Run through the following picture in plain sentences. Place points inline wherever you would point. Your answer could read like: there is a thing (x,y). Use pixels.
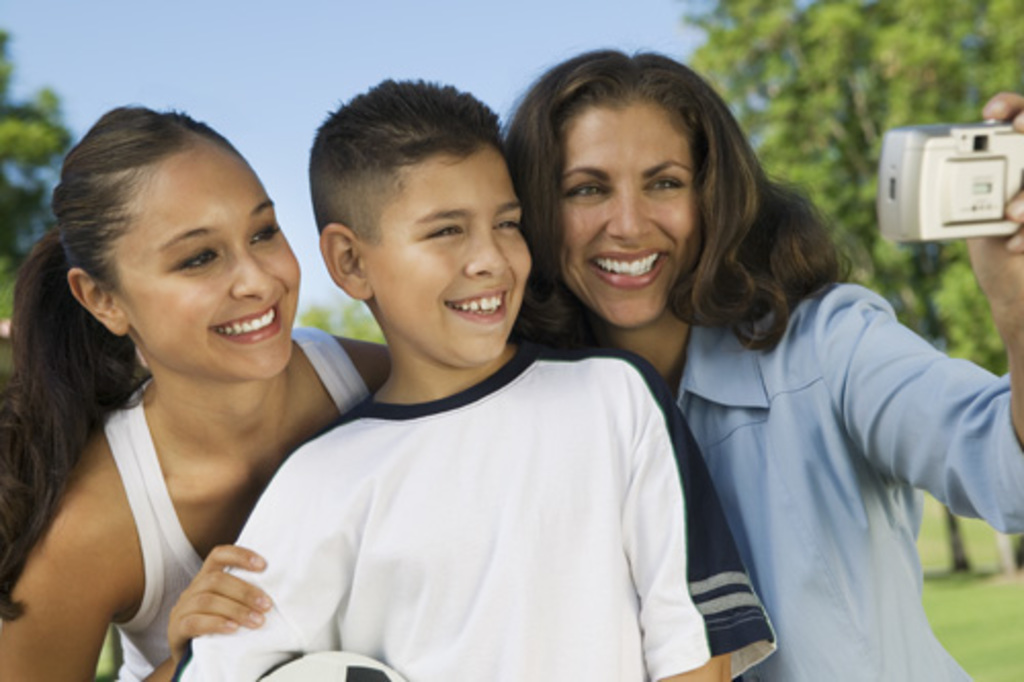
In the middle of the image (547,382) three persons (364,136) are standing and smiling and she is holding a camera (1010,133). Behind them there are some trees (54,124) and sky (130,49).
